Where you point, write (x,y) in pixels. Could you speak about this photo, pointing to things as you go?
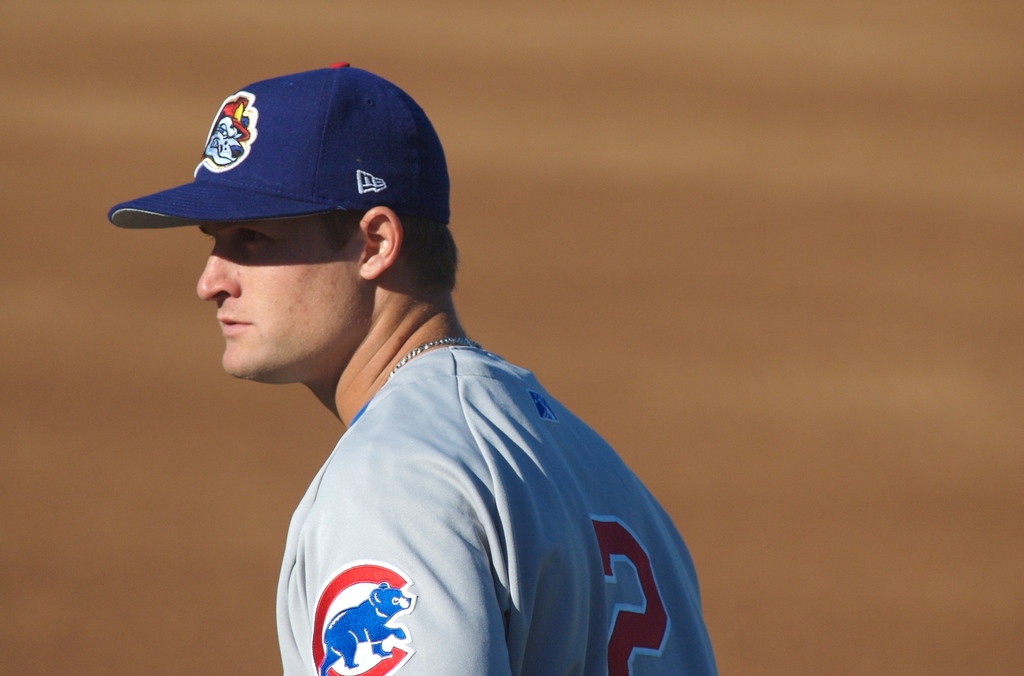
In this image we can see a man (332,461).
